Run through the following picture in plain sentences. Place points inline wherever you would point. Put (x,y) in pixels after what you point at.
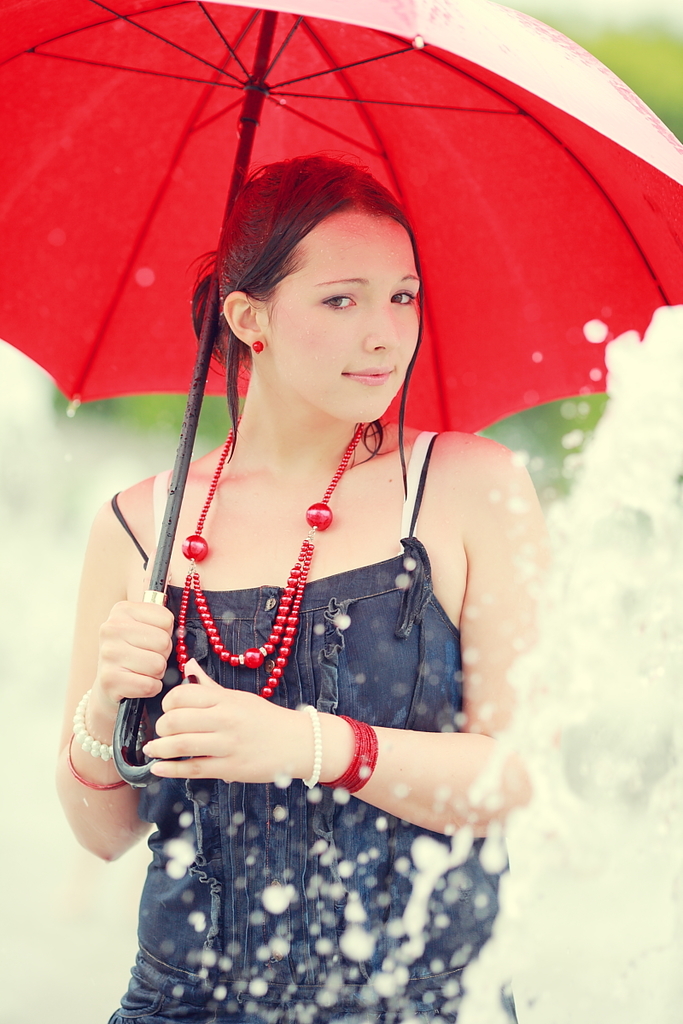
In this image we can see a lady (323,656) holding an umbrella (330,91), also we can see the water (557,780), and the background (566,419) is blurred.
